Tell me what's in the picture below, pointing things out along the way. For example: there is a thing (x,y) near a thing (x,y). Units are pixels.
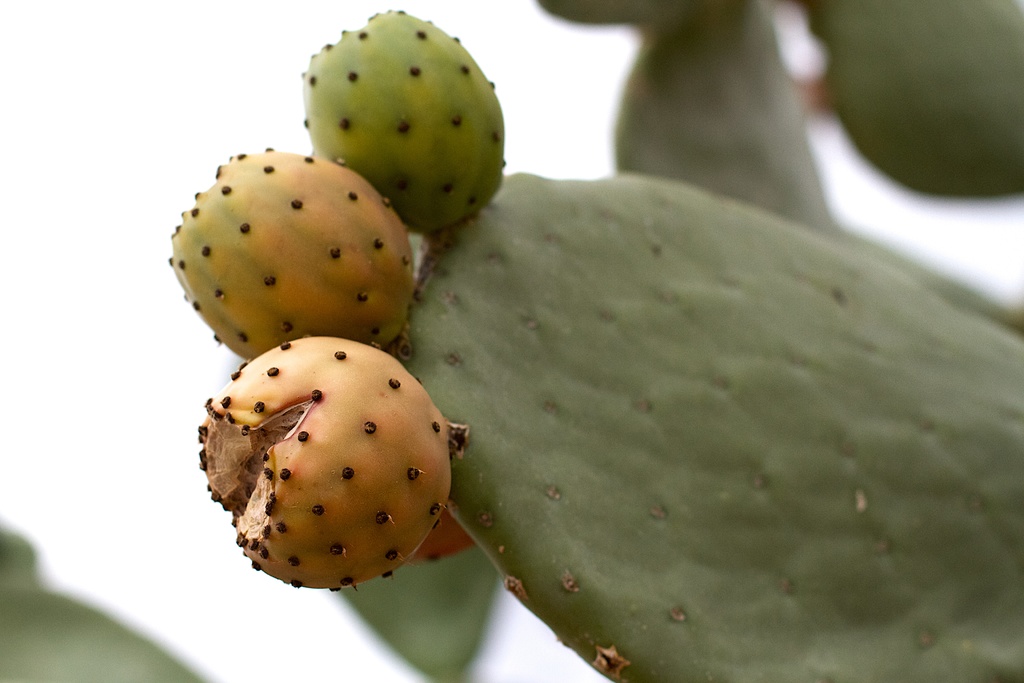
In this image I can see green color thing (554,444). The background of the image (707,91) is blurred.
